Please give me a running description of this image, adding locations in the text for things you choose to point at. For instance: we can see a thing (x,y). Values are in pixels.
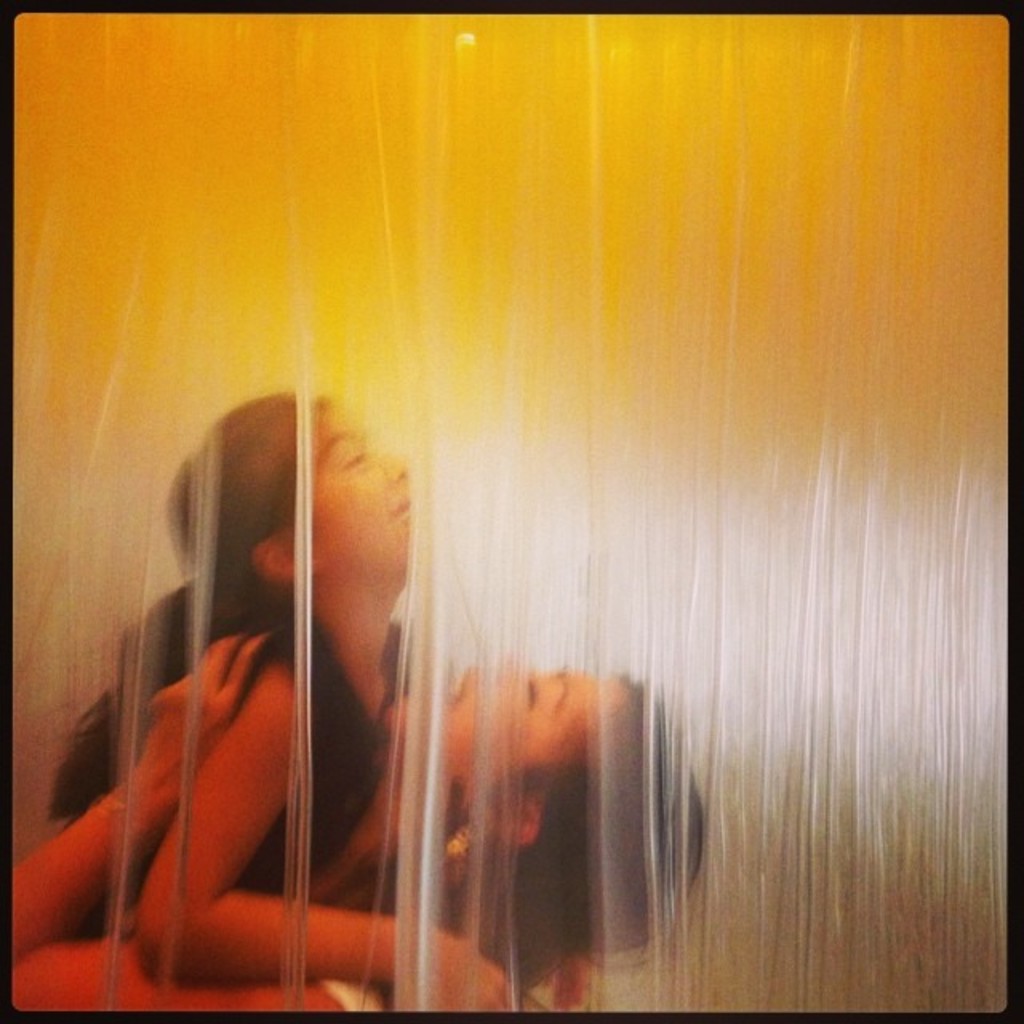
In this picture there is a woman (693,810) who is wearing dark dress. She is holding a girl (384,607) and she is wearing a black dress (349,788). Both of them have their eyes (360,454) closed. beside them there is a plastic cover (761,813).
